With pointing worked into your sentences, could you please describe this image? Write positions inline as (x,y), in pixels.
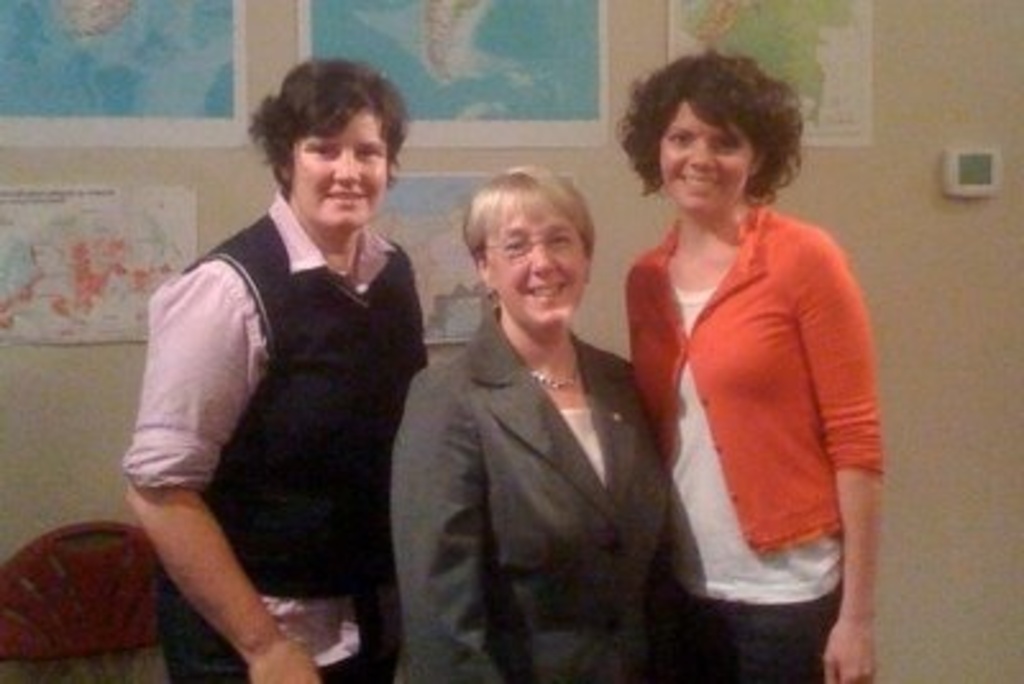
In this picture we can see an old woman (551,532) wearing a suit (556,561) and standing in the center (531,438), smiling and giving a pose to the camera. Beside we can see a woman (795,326) and another woman (270,377) standing and smiling. In the background (176,71) we can see some maps (101,276) are stick on the wall (900,90).
